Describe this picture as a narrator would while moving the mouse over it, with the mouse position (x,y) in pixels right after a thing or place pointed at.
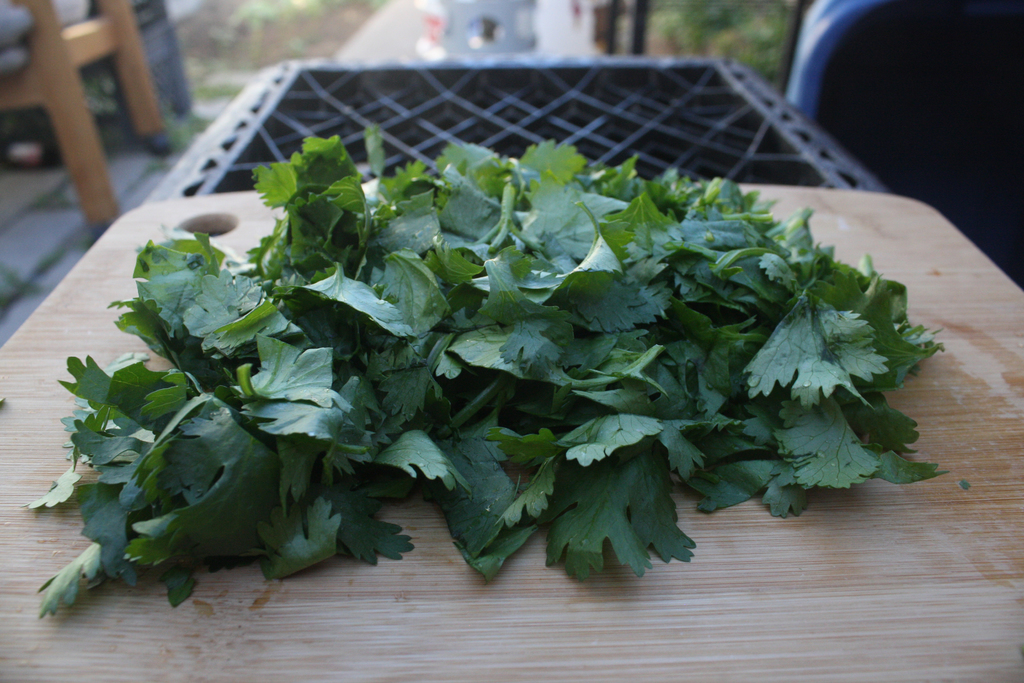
In this image, I can see the parsley leaves (375,309), which are chopped and placed on the wooden board (10,565). I think this looks like an object (560,129), which is black in color. At the top left corner of the image (29,88), that looks like a chair (129,60). The background (131,75) looks blurry.
